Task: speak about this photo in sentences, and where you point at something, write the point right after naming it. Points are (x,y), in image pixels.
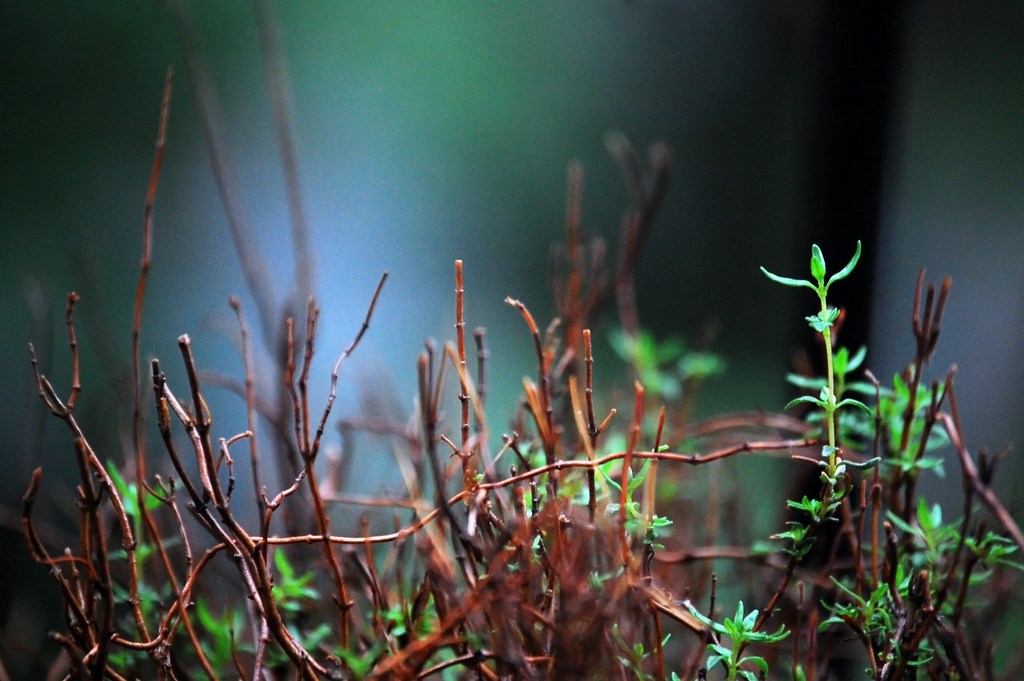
In this image I can see few plants (595,549) which are brown and green in color. I can see the blurry background (325,196).
